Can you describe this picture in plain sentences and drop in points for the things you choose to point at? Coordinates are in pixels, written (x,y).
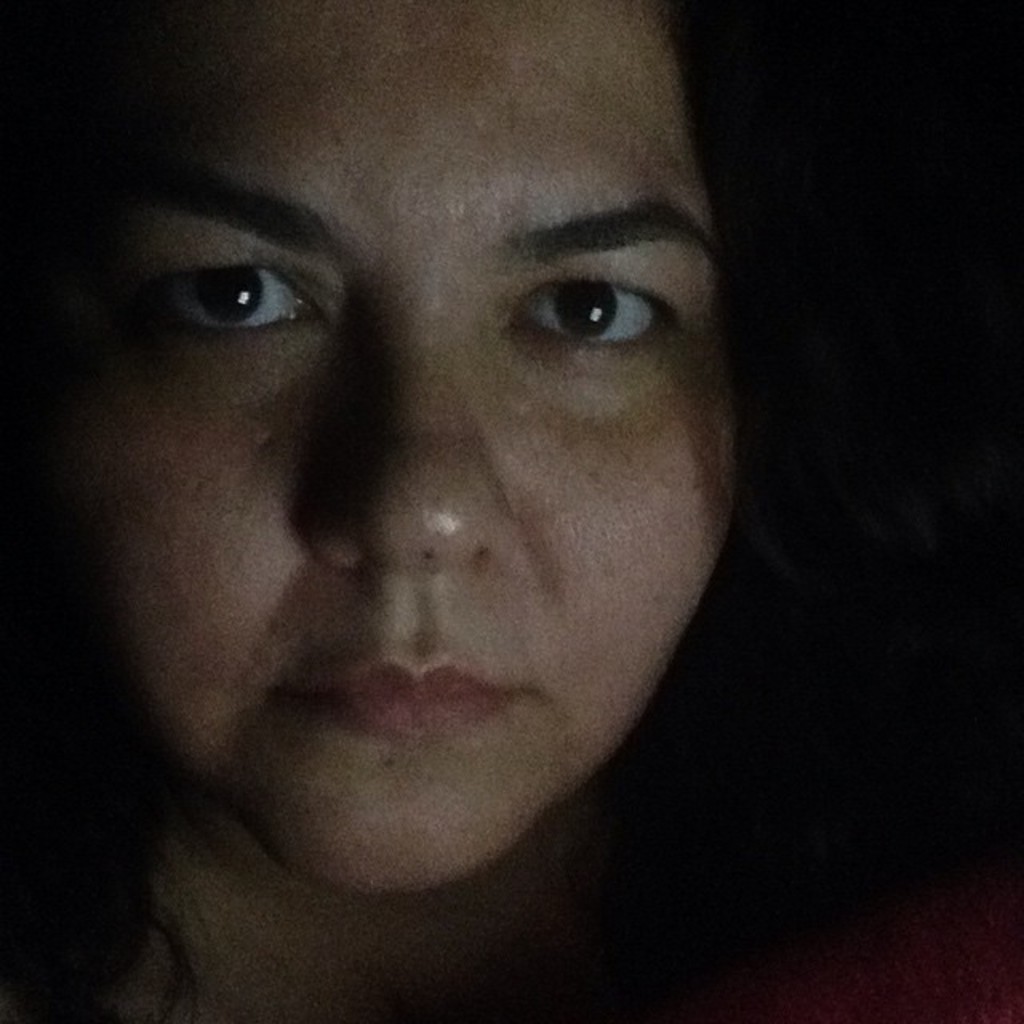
In this picture there is a woman (716,545). The picture has dark background (902,48).
